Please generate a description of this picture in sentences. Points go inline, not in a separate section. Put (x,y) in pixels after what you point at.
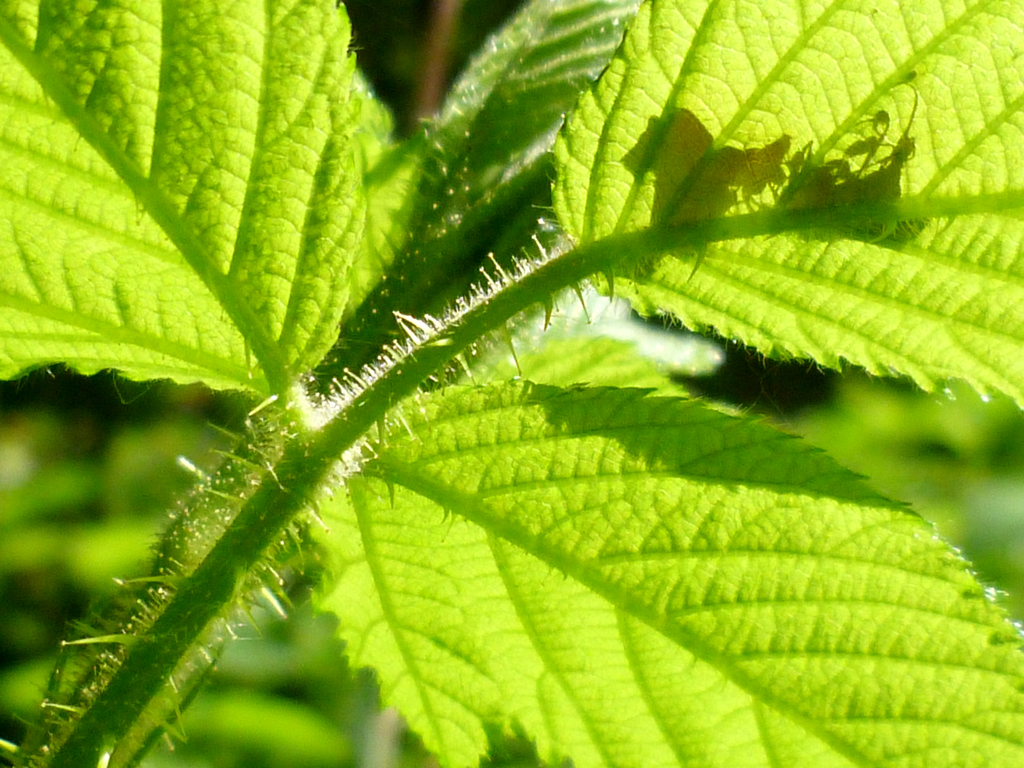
In this picture we can see leaves (784,195) to the stem (244,460) and behind the leaves (400,544) there is a blurred background (259,702).
